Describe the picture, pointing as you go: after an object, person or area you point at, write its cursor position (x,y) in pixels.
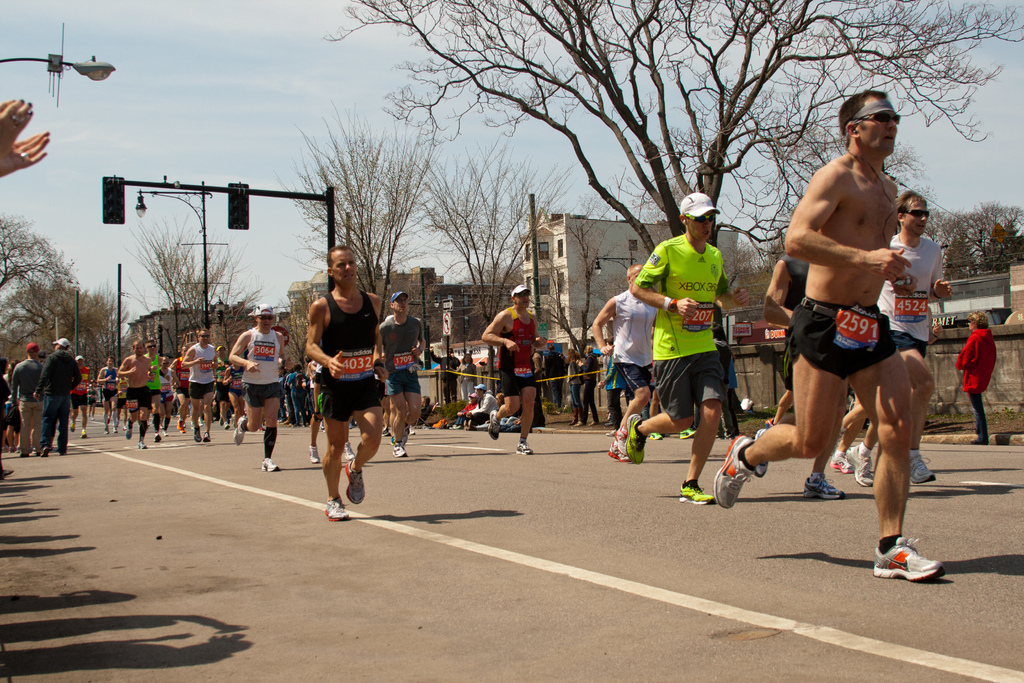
In this picture I can see there are few people (859,296) running and there are wearing shirts (365,342) with codes (364,364) and in the backdrop (91,183) there are trees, poles (448,396) and buildings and the sky (128,317) is clear.
